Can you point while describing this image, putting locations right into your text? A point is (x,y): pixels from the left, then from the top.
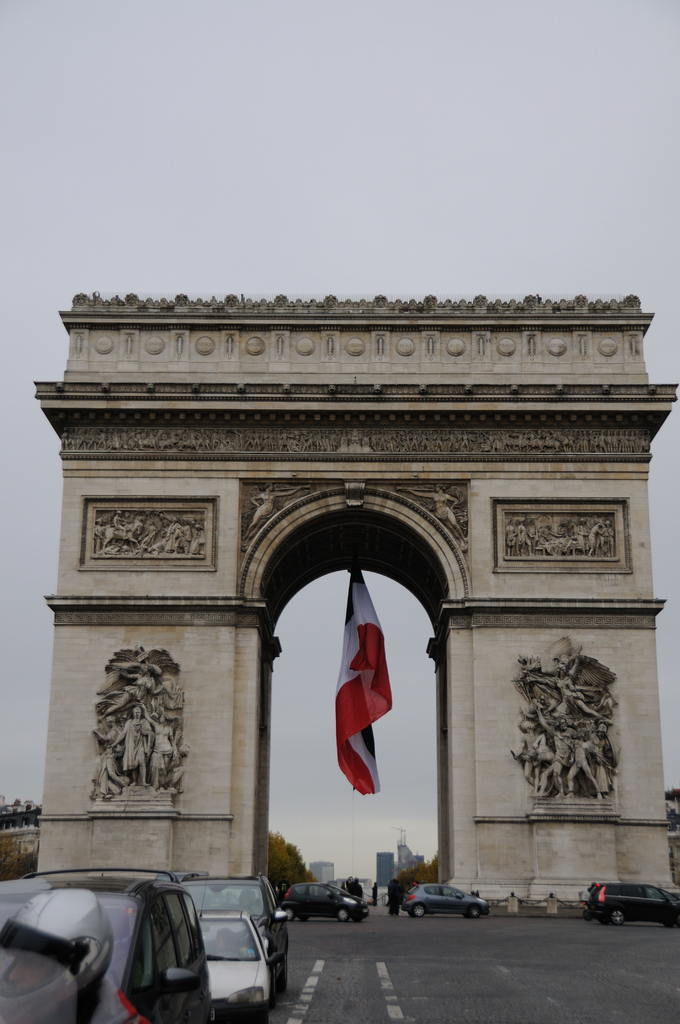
In the middle of the image (350,597) we can see a flag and an arch (365,546), in front of the arch (176,832) we can find few people (71,925) and vehicles (135,961) on the road (391,932), in the background (296,857) we can see few buildings (379,870) and trees (401,876).
